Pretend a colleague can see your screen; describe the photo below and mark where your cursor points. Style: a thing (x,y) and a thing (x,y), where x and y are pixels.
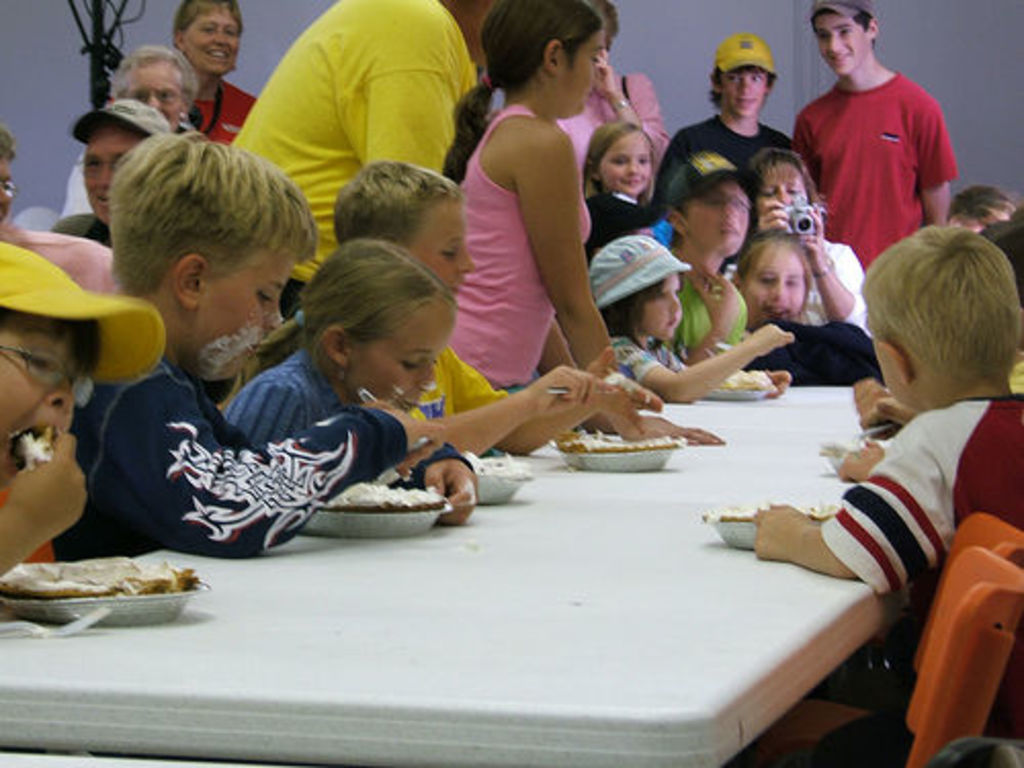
In the image there are kids (561,429) on either of table (782,469) and at background (692,127) there are few people (632,113) stood.
